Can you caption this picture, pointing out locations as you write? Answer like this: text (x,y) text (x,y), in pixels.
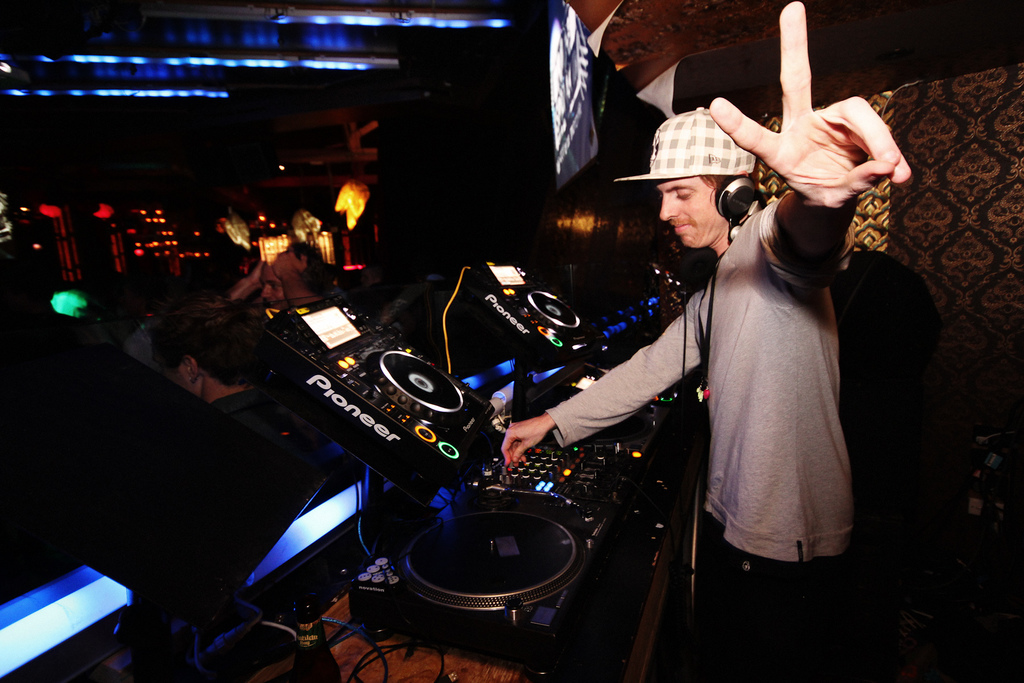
In this picture we can see a man (742,390) is standing, he wore a cap (677,133), there is an audio controller (584,473) in front of him, there are some lights (244,63) at the top of the picture (253,72), we can see a dark background (456,142), at the bottom (373,645) we can see a bottle (331,667) and wires (361,633).
